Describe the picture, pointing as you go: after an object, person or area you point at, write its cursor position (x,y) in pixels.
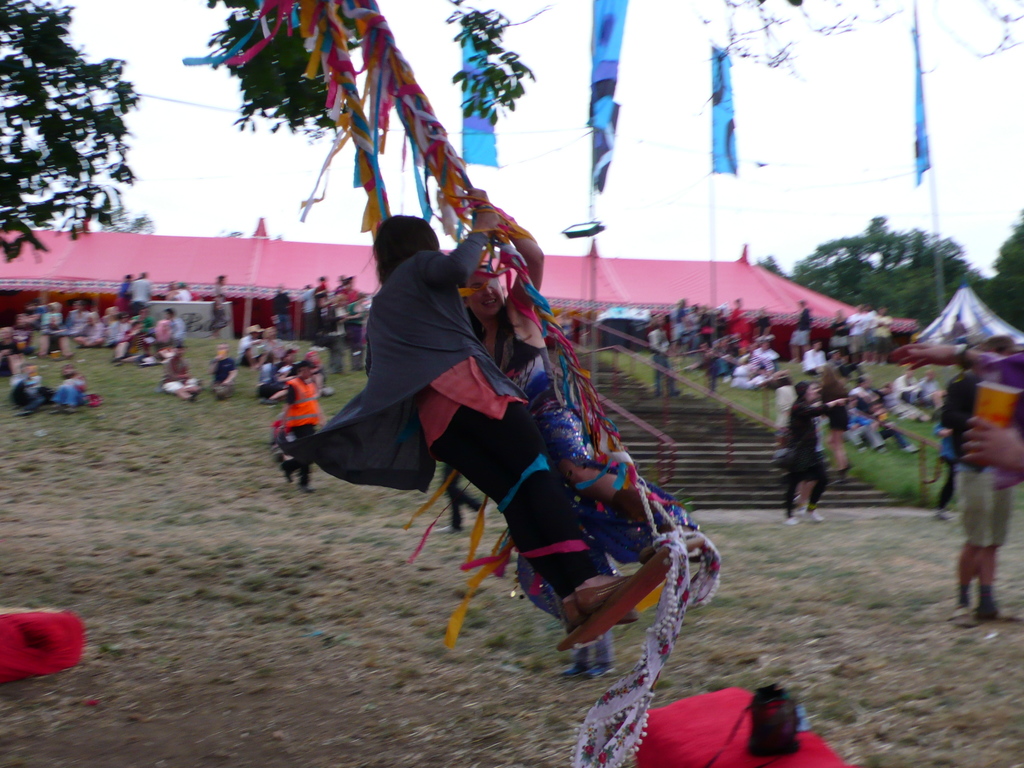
In the middle of the image (447,292) two persons (374,252) are doing swinging. Behind them few people (996,534) are standing, walking, sitting and we can see some poles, tents (238,252), trees (93,191) and stairs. At the top of the image (584,216) we can see the sky (428,77). At the bottom of the image (309,533) we can see the grass (271,537).
